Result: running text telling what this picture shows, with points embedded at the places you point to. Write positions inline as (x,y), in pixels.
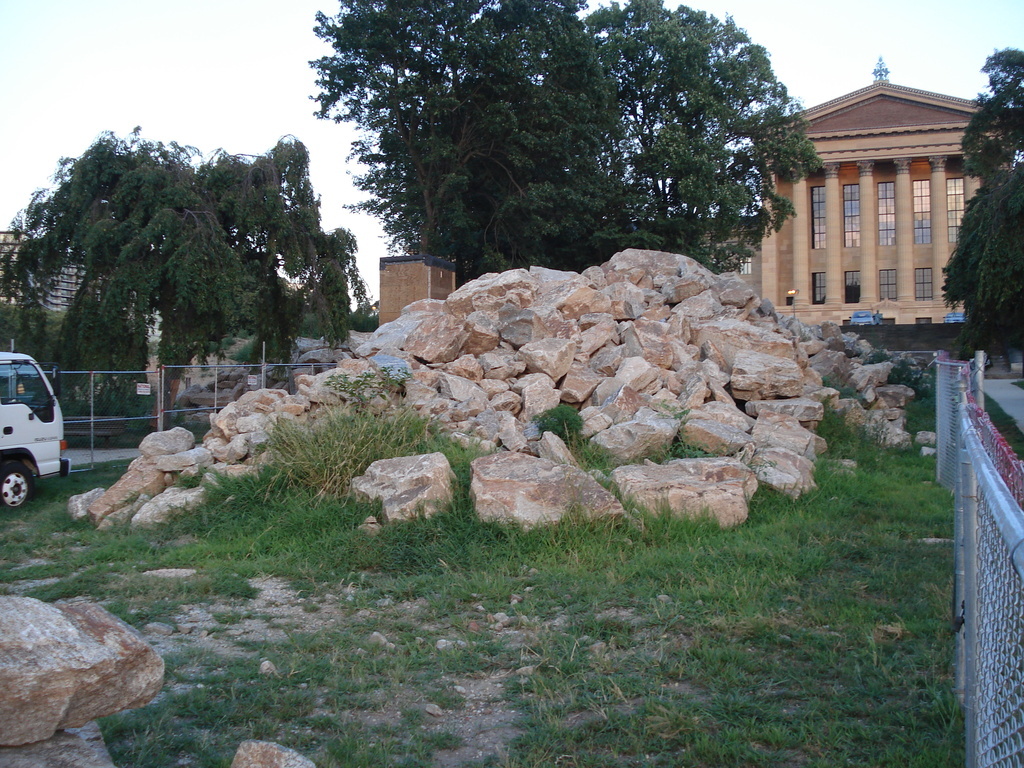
In this picture i can see many stones (633,471) near to the fencing (146,417). On the right (933,158) i can see the building (875,218). On the left (22,411) there is a white car (22,429) which is parked near to the stones (638,444) and fencing (132,429). In the background (570,150) i can see many trees (140,299). In the top left corner (190,48) i can see the sky (124,54) and clouds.
